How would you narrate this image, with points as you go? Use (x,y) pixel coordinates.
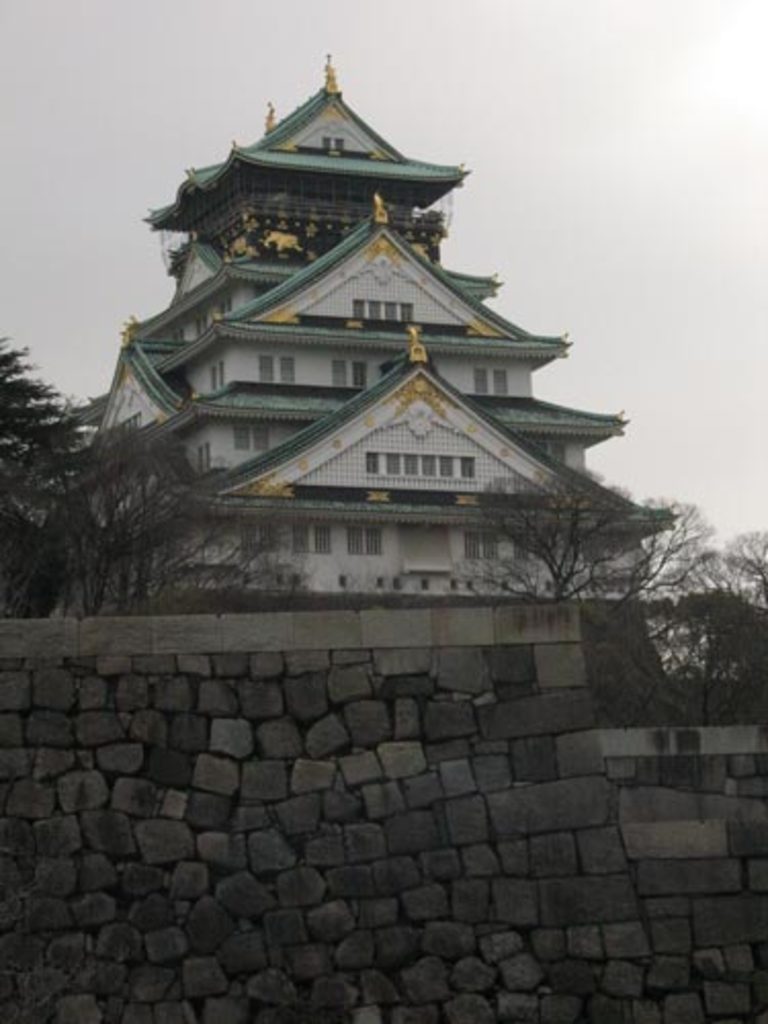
In the center of the image (432,480) there is a building (405,492). At the bottom (391,832) there is a stone wall (338,781) and trees (752,698). In the background (649,247) there is sky (231,88).
